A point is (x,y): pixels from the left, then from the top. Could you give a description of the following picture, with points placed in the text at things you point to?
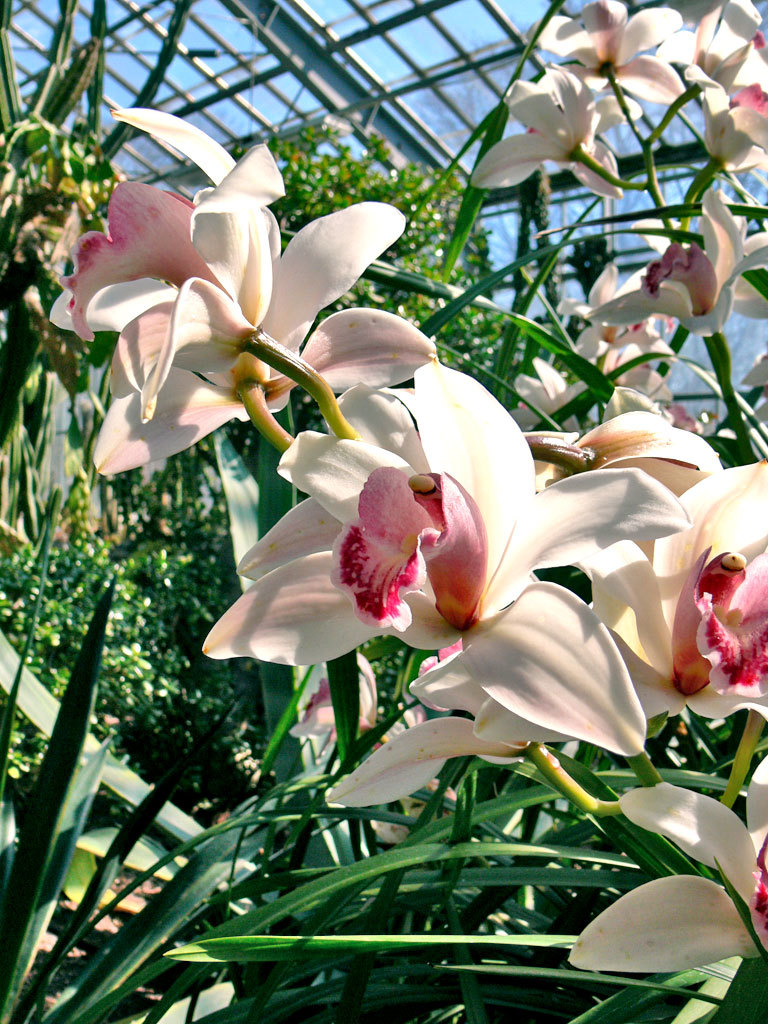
In this picture we can see plants (256,501), flowers (615,934). At the top of the image (385,119) there is a roof (344,74).
